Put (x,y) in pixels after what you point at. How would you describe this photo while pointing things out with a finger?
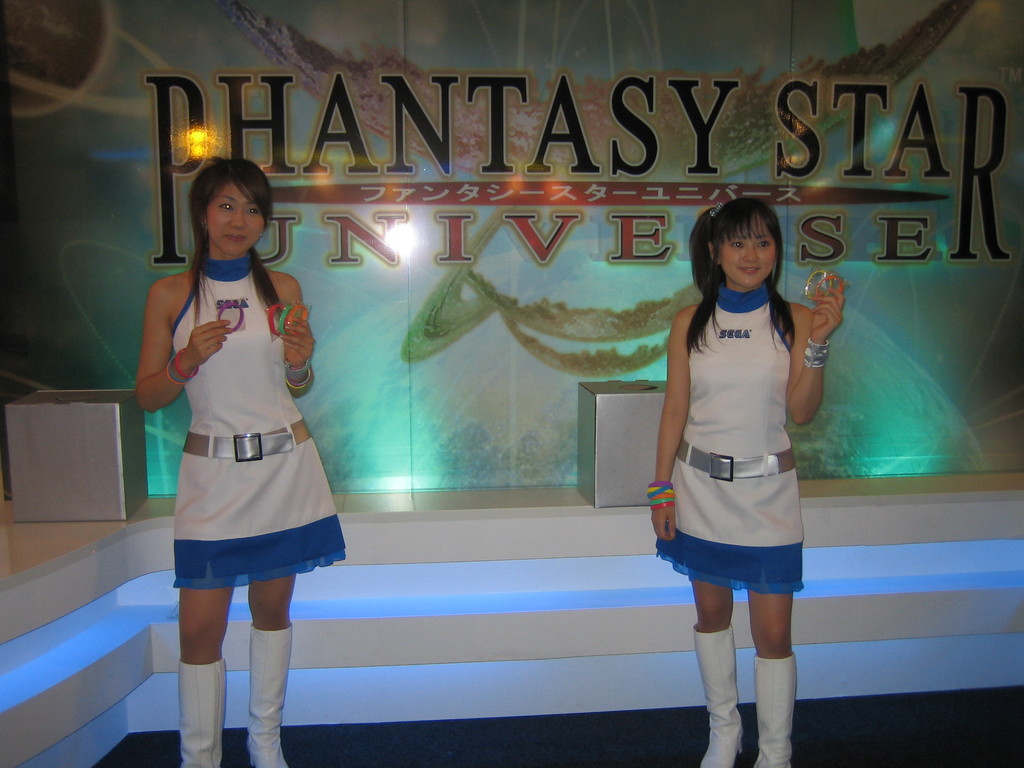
In the picture I can see two women (229,500) are standing and smiling. These women (187,604) are holding some objects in hands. In the background (401,195) I can see a wall (443,421) which has something written on it and some other objects (55,457) on the floor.
